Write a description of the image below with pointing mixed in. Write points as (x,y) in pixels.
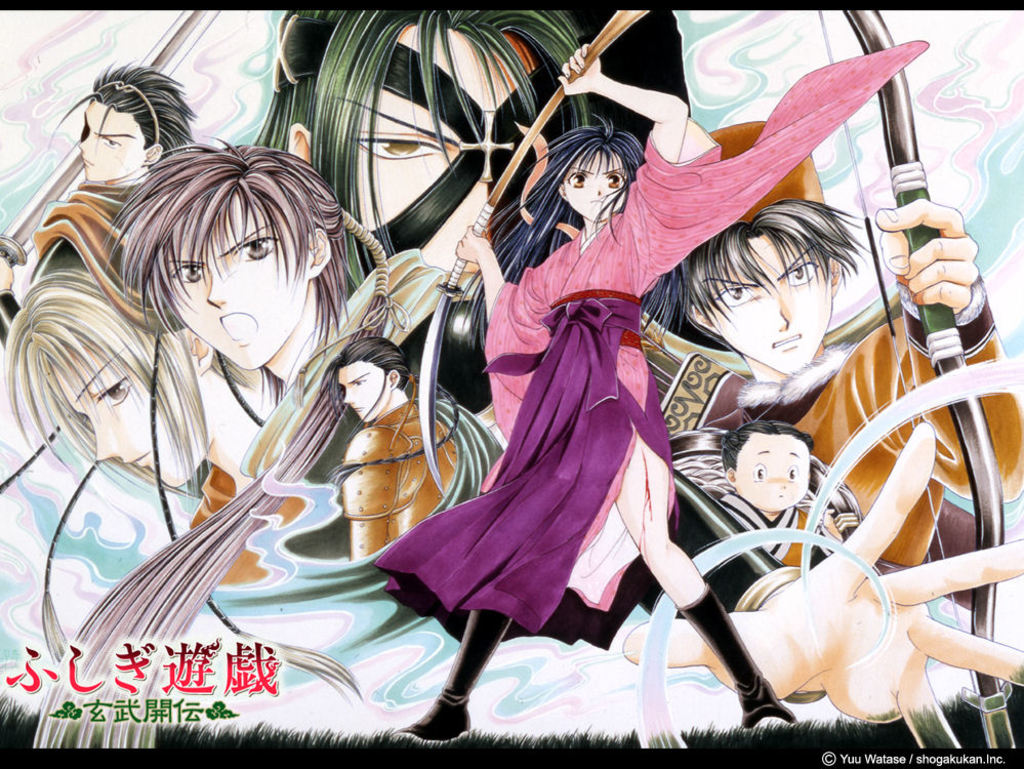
In this image we can see an animated image of a group of persons (433,185). In the bottom left (96,681) we can see some text (93,714) in Japanese. In the bottom right (945,759) we can see some text (961,761).
